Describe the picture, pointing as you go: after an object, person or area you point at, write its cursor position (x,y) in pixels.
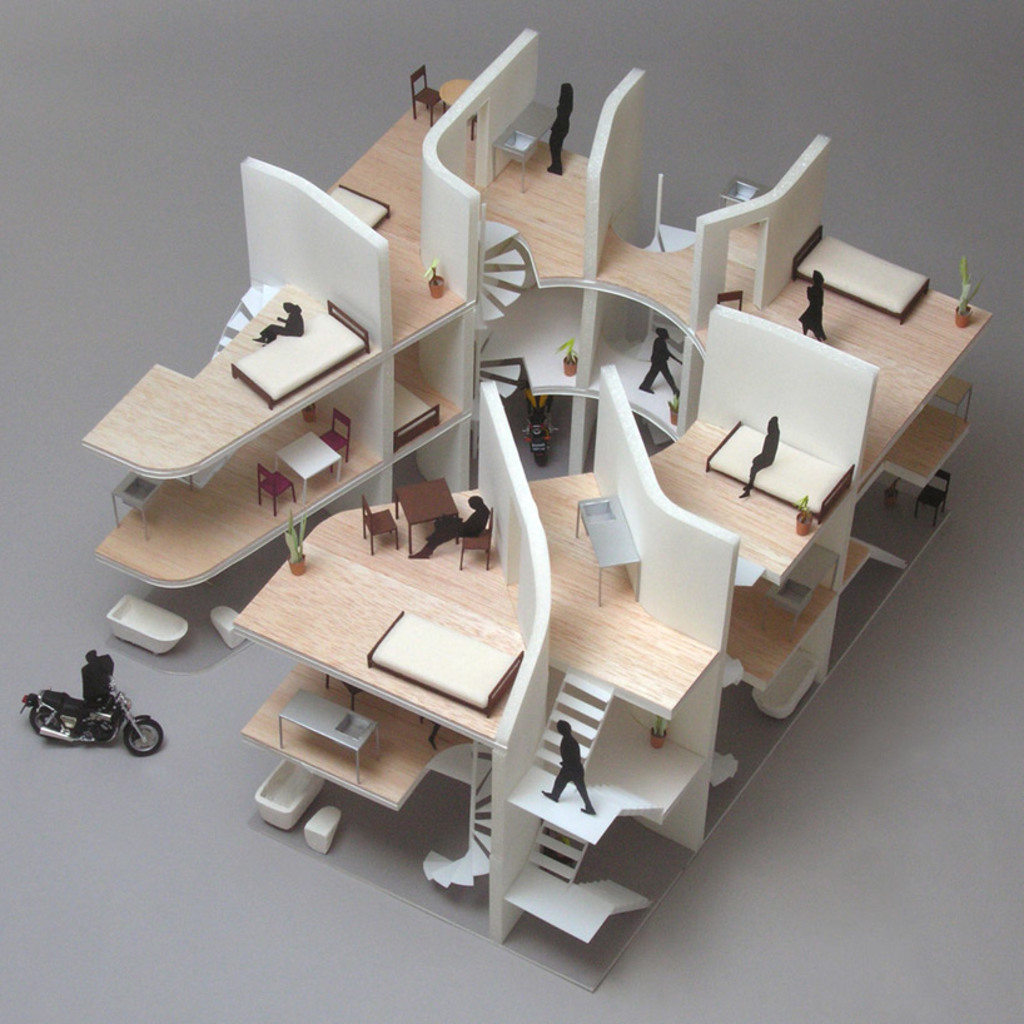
In the center of the image (574,440), we can see a design (294,503) in architecture on the table (844,937).
